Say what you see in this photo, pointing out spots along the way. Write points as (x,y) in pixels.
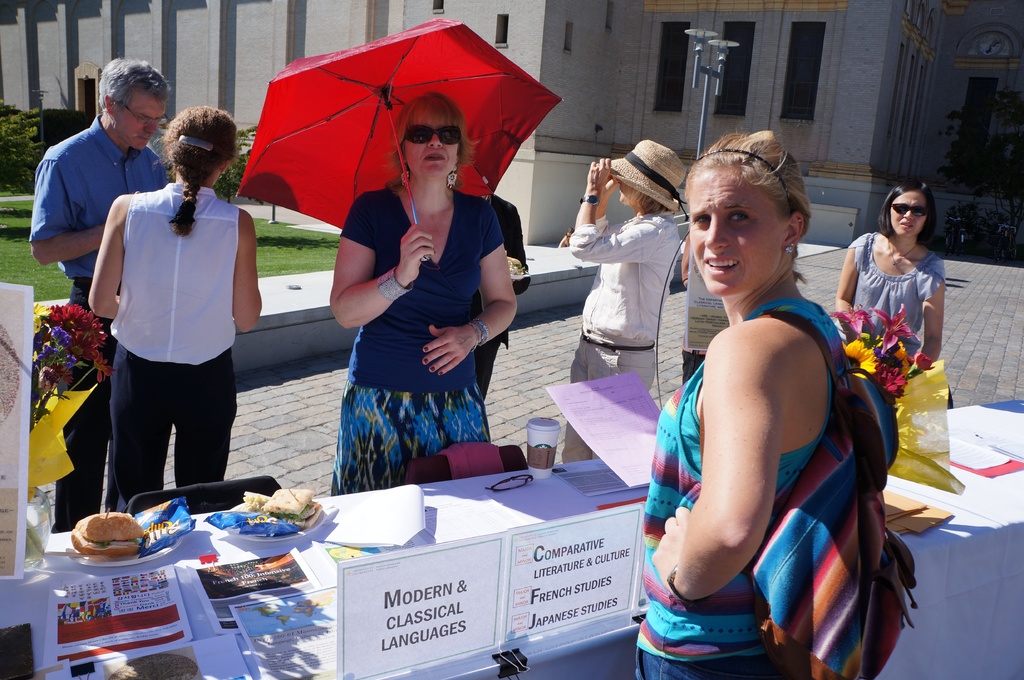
This picture shows a group of women (791,383) standing and we see some food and papers (426,545) on the tables (233,554) and we see two flower vase (88,363) on the sides and we see a woman (446,116) holding a umbrella (384,103) in her hand (417,237) and we see a building (90,23) and a woman (625,197) wore a hat (671,161) on her head (652,205). we see other woman (786,392) wore a backpack (840,426) on her back (802,321).
